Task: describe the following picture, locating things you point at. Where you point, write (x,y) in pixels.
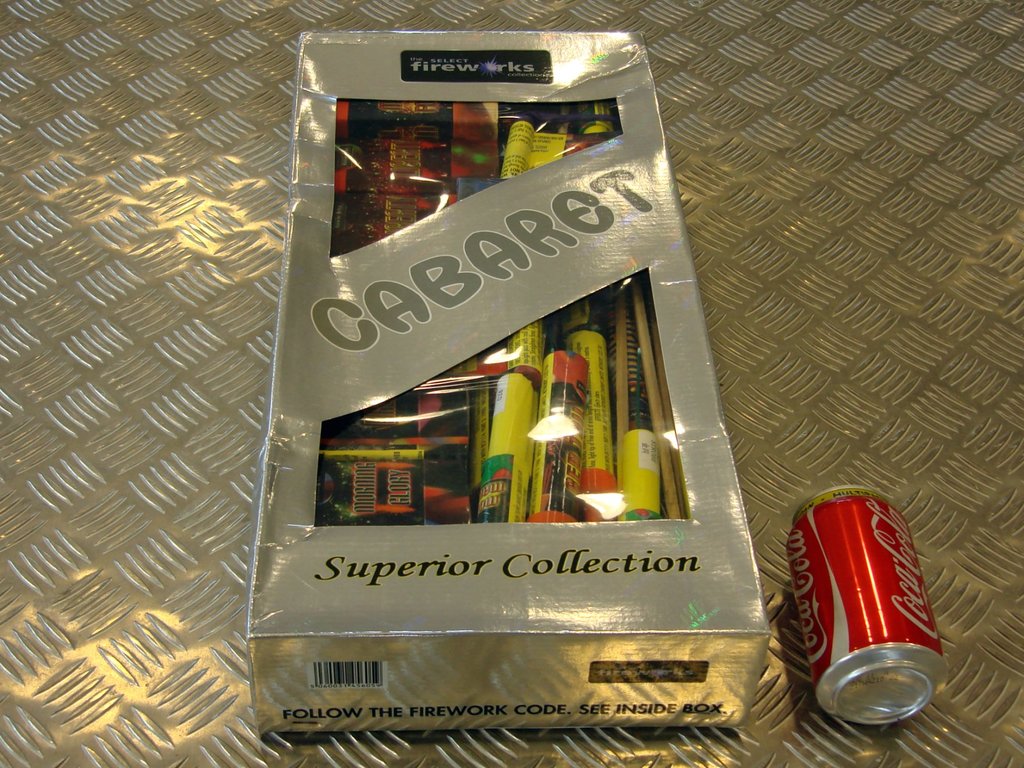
In this image there are fireworks (519,393) in a box (482,377). Beside the box (751,626) there is a coke tin (855,644) on the floor (906,164).
